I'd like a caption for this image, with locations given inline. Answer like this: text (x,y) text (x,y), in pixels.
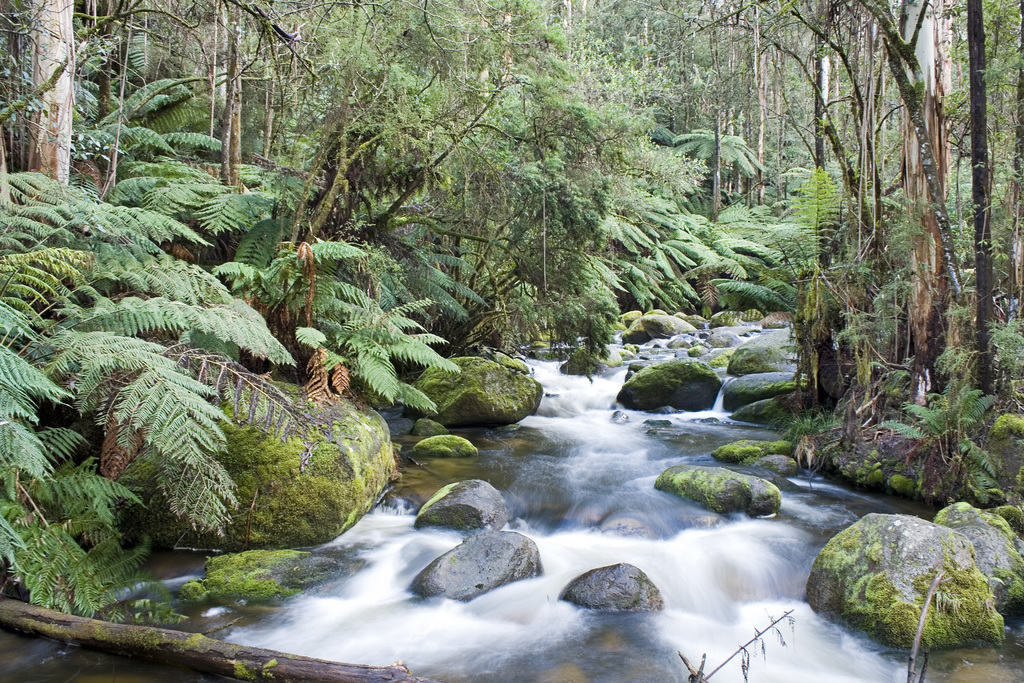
In this picture we see a river (607,430) flowing through the forest (679,270) surrounded by trees (889,204) and rocks (308,424).
